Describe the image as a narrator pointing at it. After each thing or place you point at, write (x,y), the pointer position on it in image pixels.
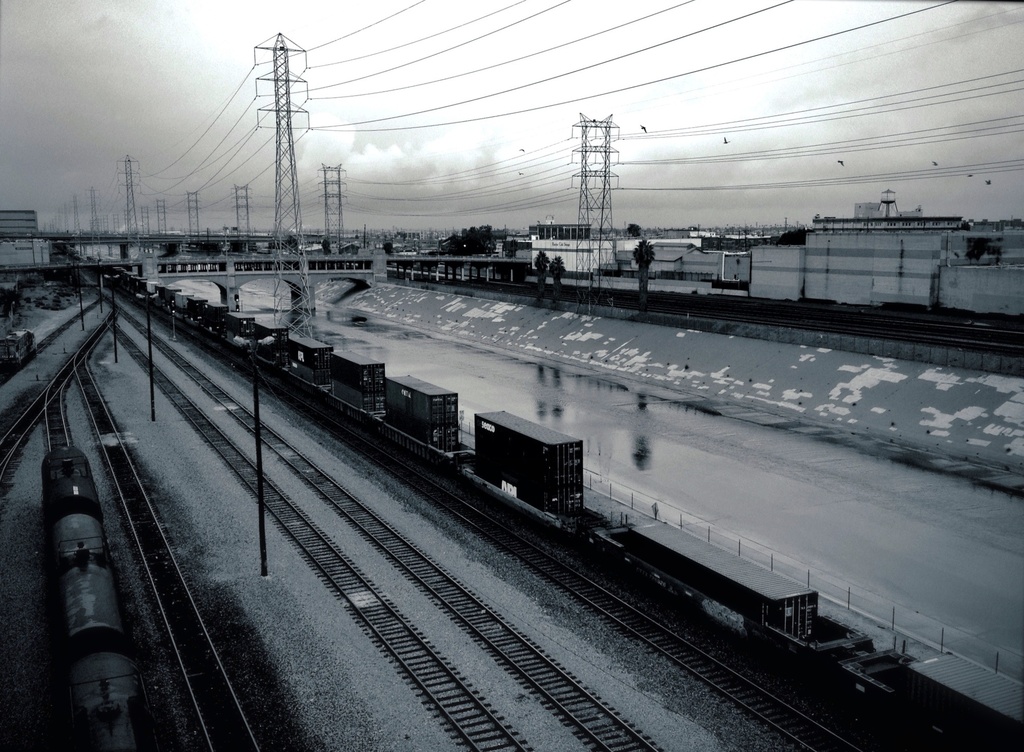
In the picture there are few railway tracks (237,474) and there are two trains (509,444) moving on the different tracks (248,465), on the right side (708,159) there are many towers (289,169) and a lot of wires (658,163) are attached to that towers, beside the towers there are few trees (640,255) and houses (744,245). There are some birds (933,162) flying in the sky (631,177).
